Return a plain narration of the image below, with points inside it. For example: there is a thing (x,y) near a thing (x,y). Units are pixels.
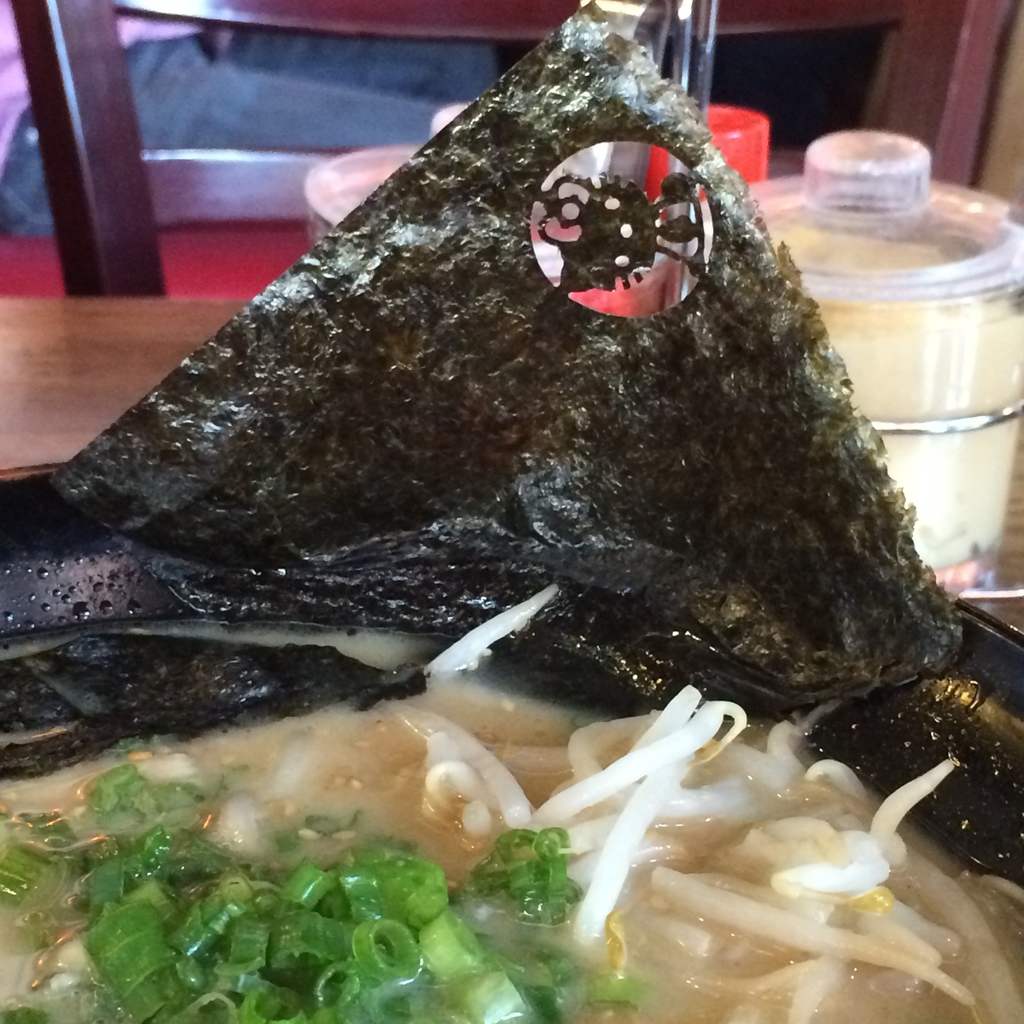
In this picture we can see food (466,616), and we can find few bowls (907,391) on the table (186,317).
